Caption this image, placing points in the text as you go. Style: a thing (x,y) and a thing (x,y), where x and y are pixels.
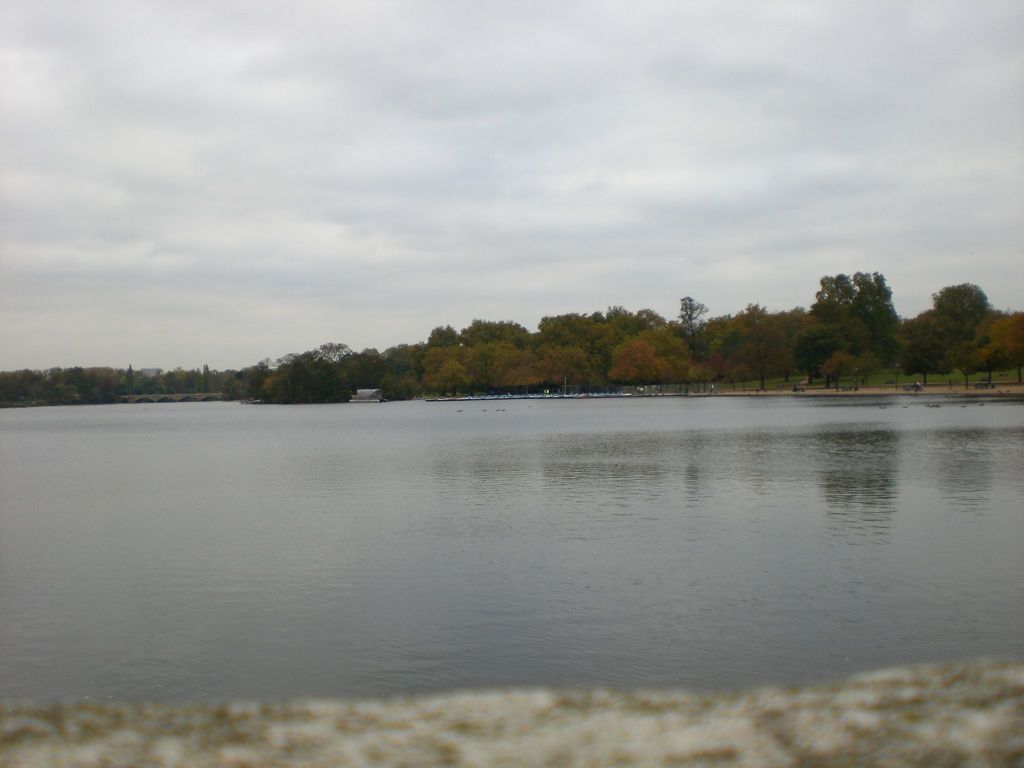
In this picture we can see water (511,537), in the background (814,368) we can see few trees (703,375) and clouds (497,192).
